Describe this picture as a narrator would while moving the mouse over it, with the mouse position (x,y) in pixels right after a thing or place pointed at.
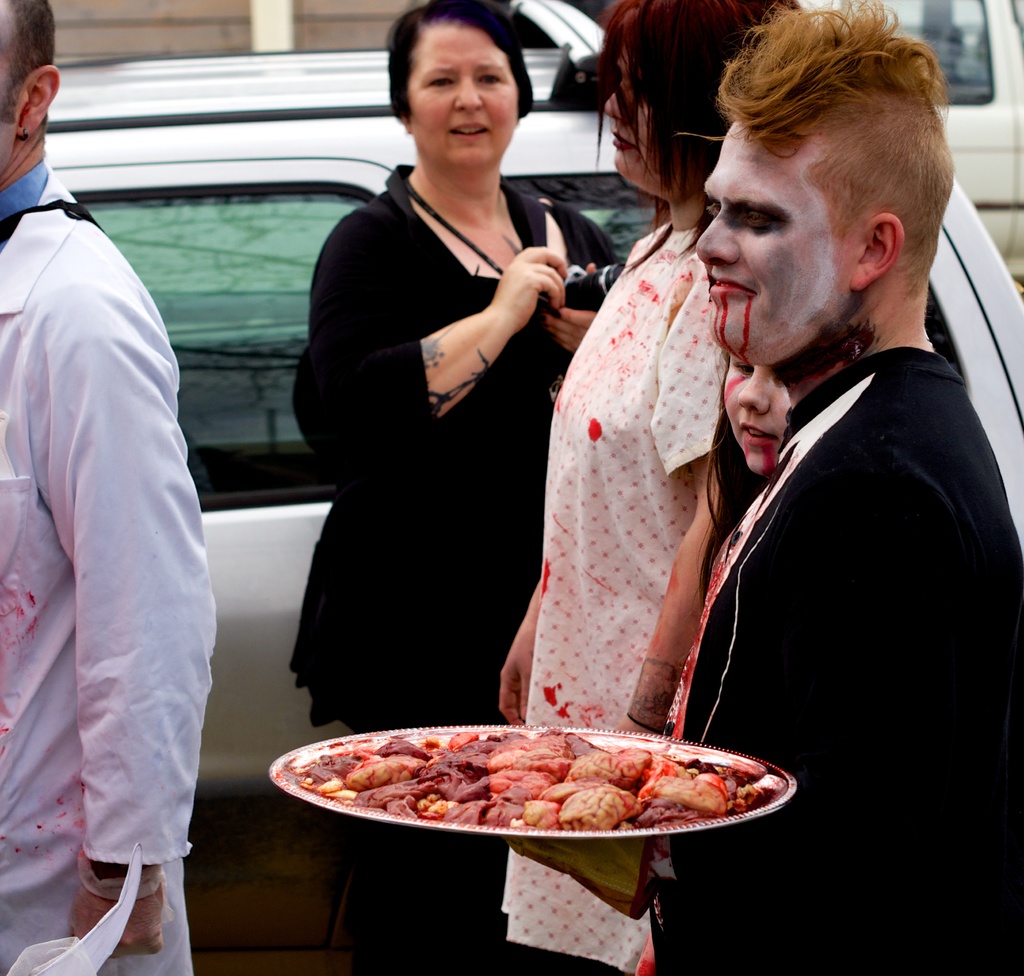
There are some people (519,395). Person (878,386) on the right (855,440) is holding a plate (702,822) with some meat (469,758). And he is having a painting (744,237) on the face (743,245). Lady (490,248) in the black dress (449,289) is holding a camera (582,280). In the back (224,130) there are vehicles (574,38).
